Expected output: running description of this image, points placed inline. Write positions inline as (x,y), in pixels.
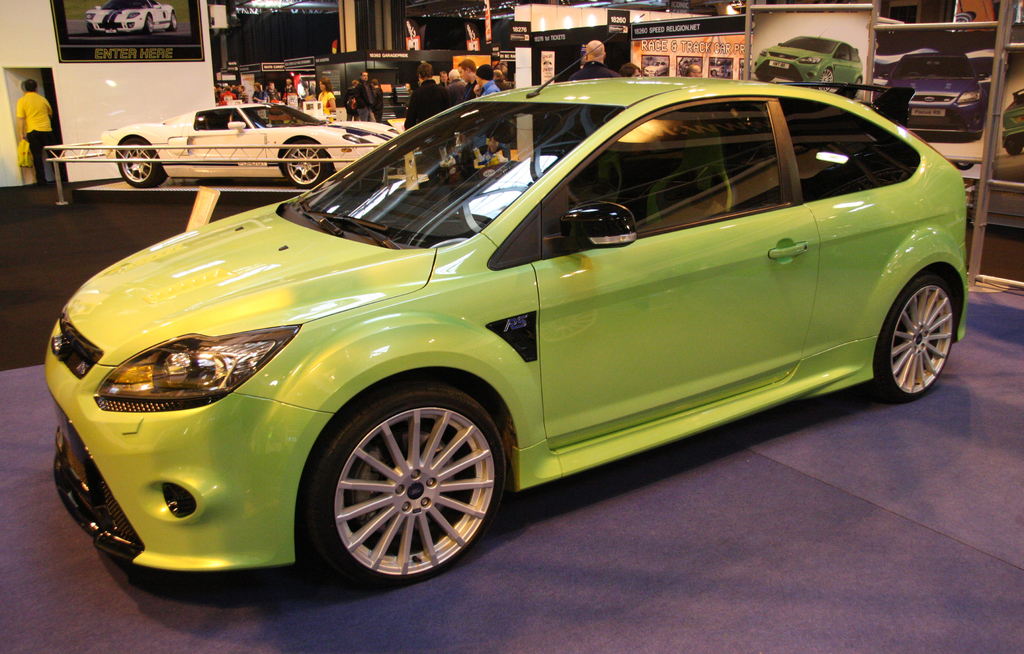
As we can see in the image there are different colors of cars (617,152), banners (764,52), few people (586,51) here and there and wall (111,87).
